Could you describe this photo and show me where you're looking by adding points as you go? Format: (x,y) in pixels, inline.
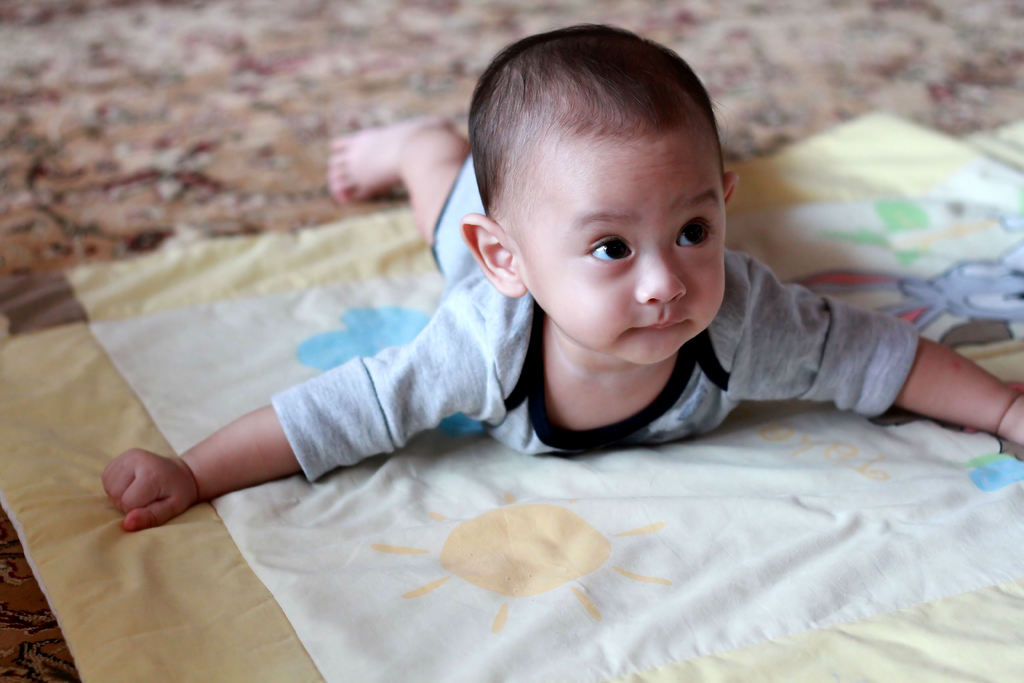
In this image I can see a baby (547,384) is laying on the cloth (625,489) on the floor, this baby (624,404) wore grey color t-shirt (684,393). There is a sun picture (561,549) on this cloth (573,480), on the right side (909,290) there are cartoon pictures (913,285) in this image.
